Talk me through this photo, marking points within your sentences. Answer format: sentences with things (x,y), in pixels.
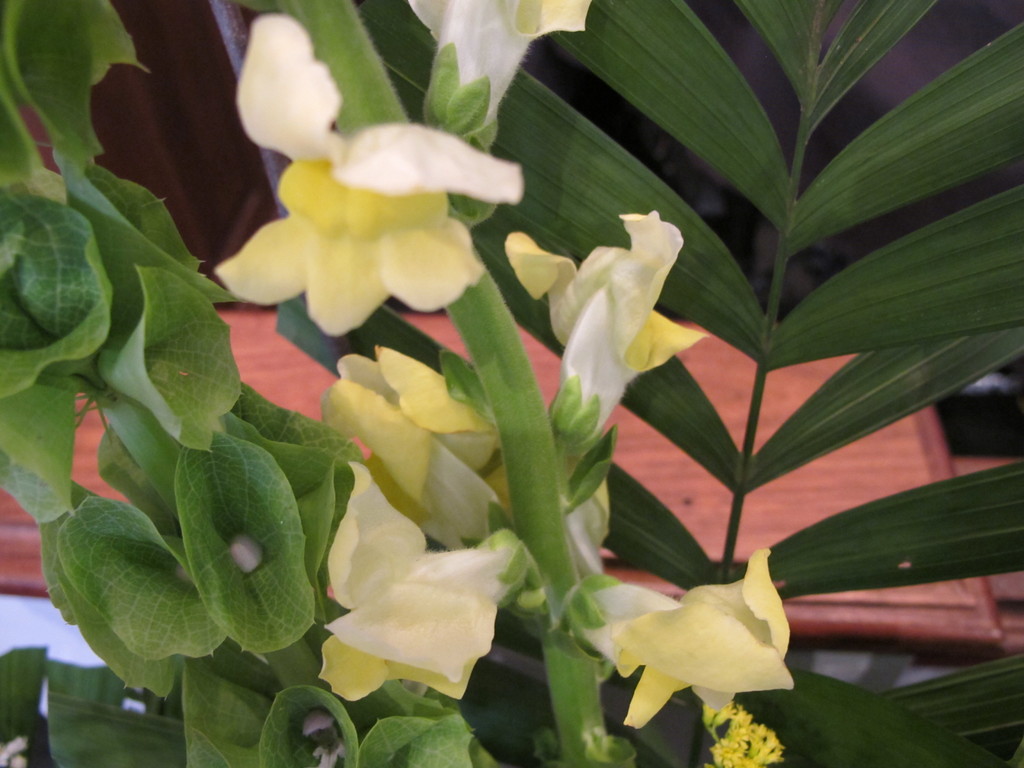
In this picture I can see there are flowers (589,340) and green leaves (595,443).
